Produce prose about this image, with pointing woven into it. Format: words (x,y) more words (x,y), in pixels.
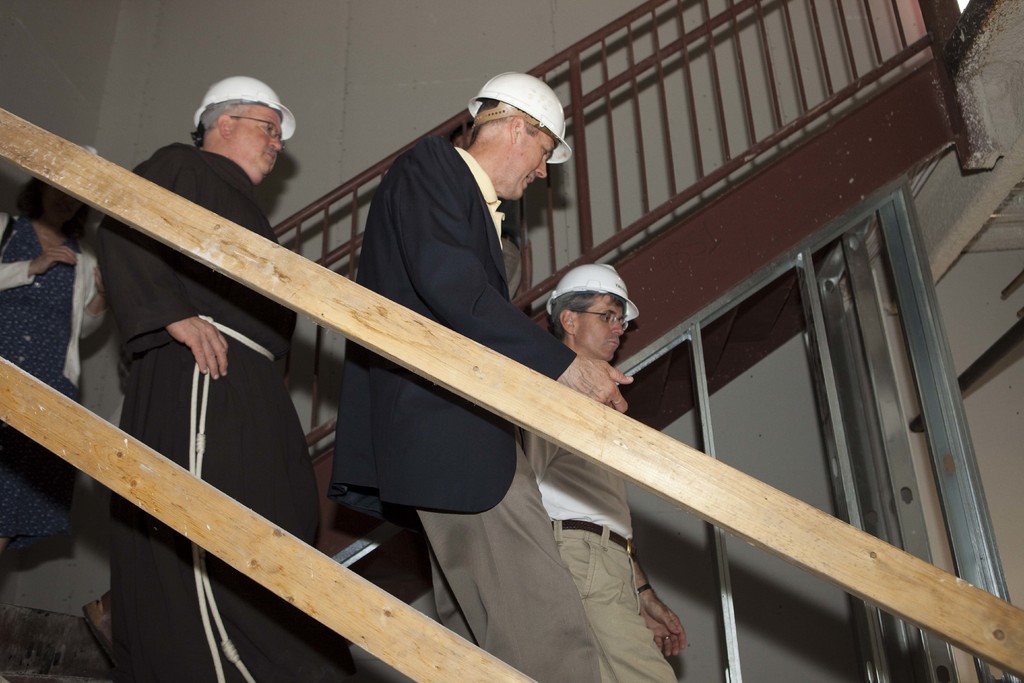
In this image there are some persons (284,395) standing in middle of this image (395,368) is wearing white color caps (250,94) and there are some stairs (637,399) at top of this image (658,156) and there is a wall (202,41) in the background (160,128).
